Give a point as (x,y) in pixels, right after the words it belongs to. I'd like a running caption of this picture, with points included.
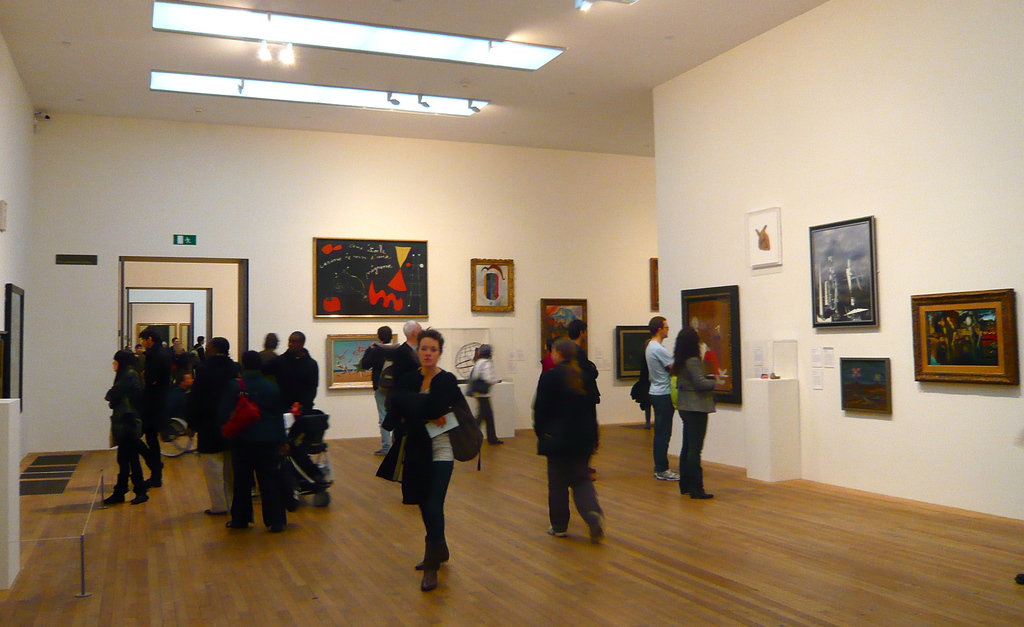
In this image we can see these people (404,373) are walking on the wooden floor (416,599) and we can see photo frames (630,375) on the wall (531,400). In the background (335,375), we can see another room (173,314) in which people (167,349) are walking and photo frames (169,326) are kept on the wall (217,330) and also we can see lights (402,46) to the ceiling (114,34).
